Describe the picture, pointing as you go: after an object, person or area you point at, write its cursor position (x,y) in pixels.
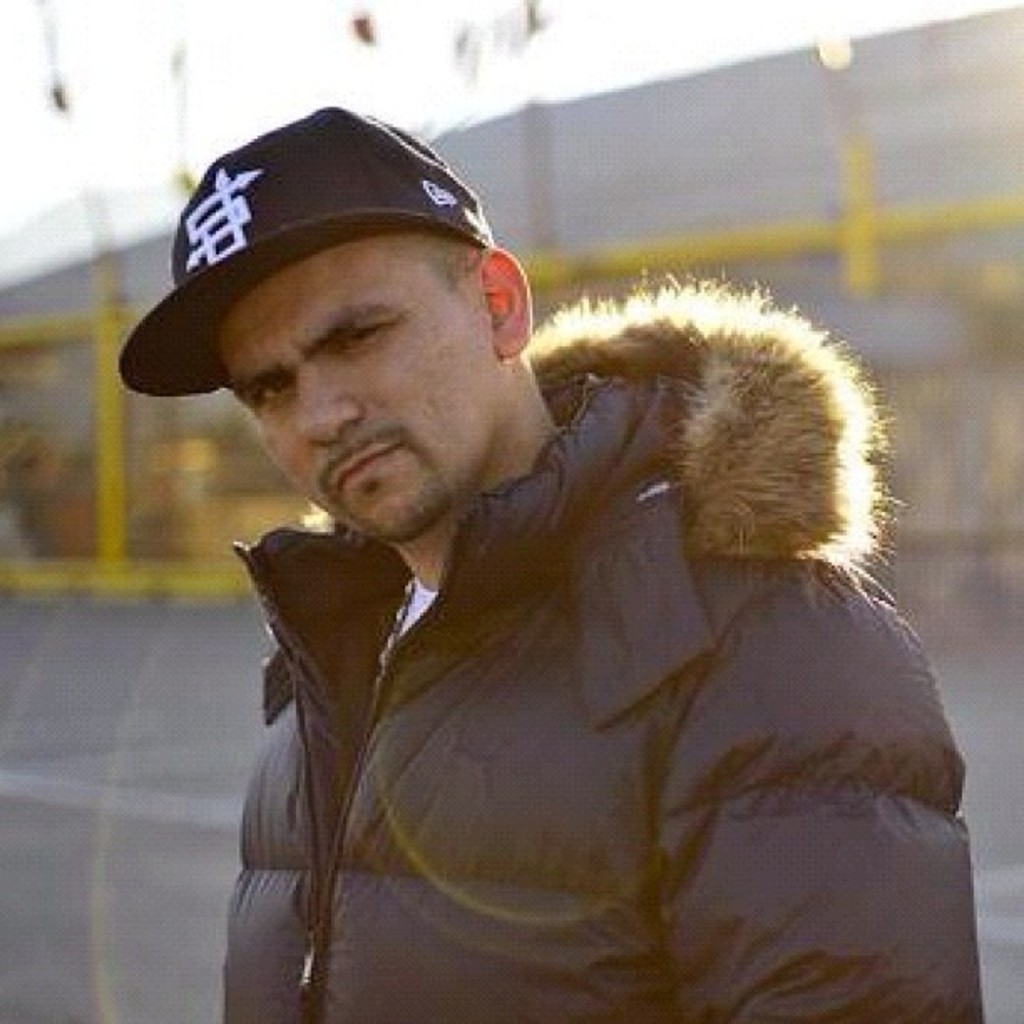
In this image there is man (608,670) towards the bottom of the image (591,771), he is wearing a cap (223,312), there is a fencing (98,381) behind the man (889,735), there is a wall (751,212), there is the sky (279,35) towards the top of the image (321,52).
